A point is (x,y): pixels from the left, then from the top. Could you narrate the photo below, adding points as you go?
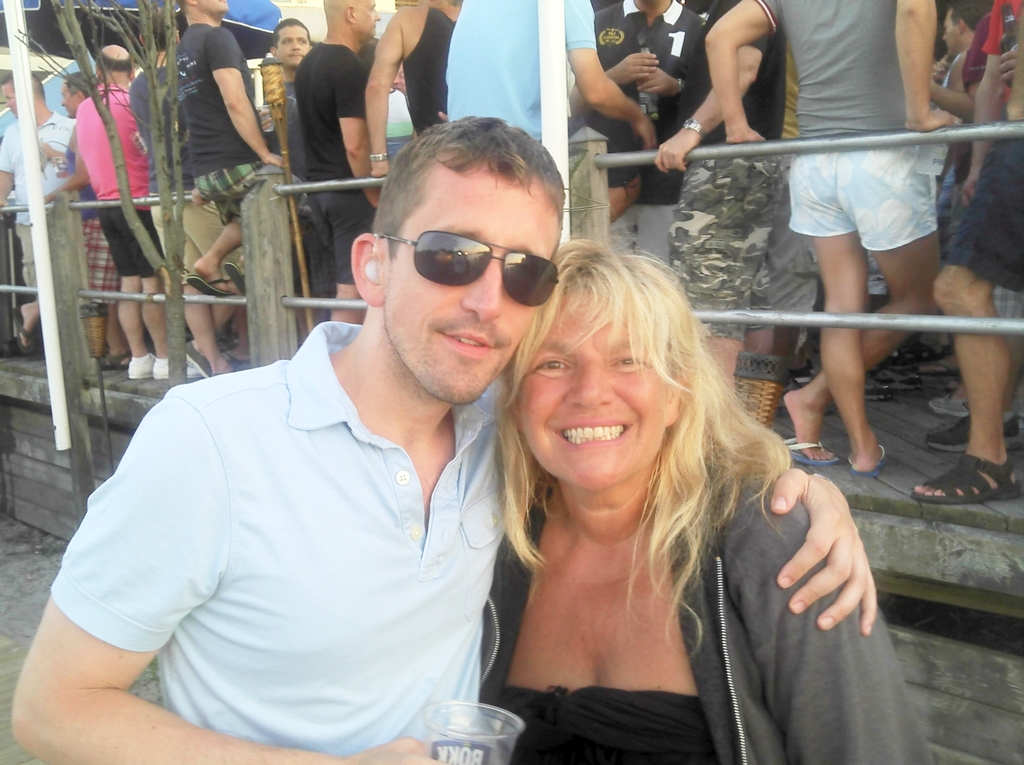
In this picture we can see a man (387,574) and woman (587,613) are smiling in the front (748,623), there are some people (618,232) standing in the background (168,42), we can see metal rods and a tree (123,161) in the middle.
